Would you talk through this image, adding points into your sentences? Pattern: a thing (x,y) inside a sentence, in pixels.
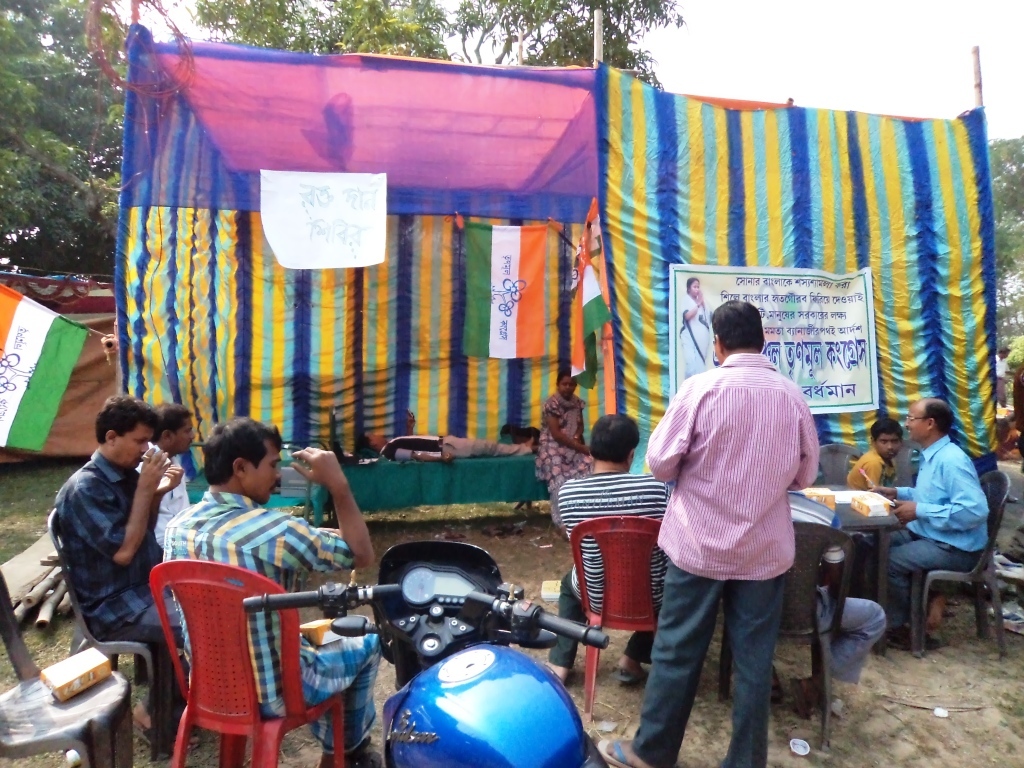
In this picture we can observe some people (233,506) sitting in the chairs (600,532). We can observe a white color poster (765,300) here. There is a stage (175,195). We can observe a blue color motorbike (450,683). In the background (61,230) there are trees (271,22) and a sky (787,73).
